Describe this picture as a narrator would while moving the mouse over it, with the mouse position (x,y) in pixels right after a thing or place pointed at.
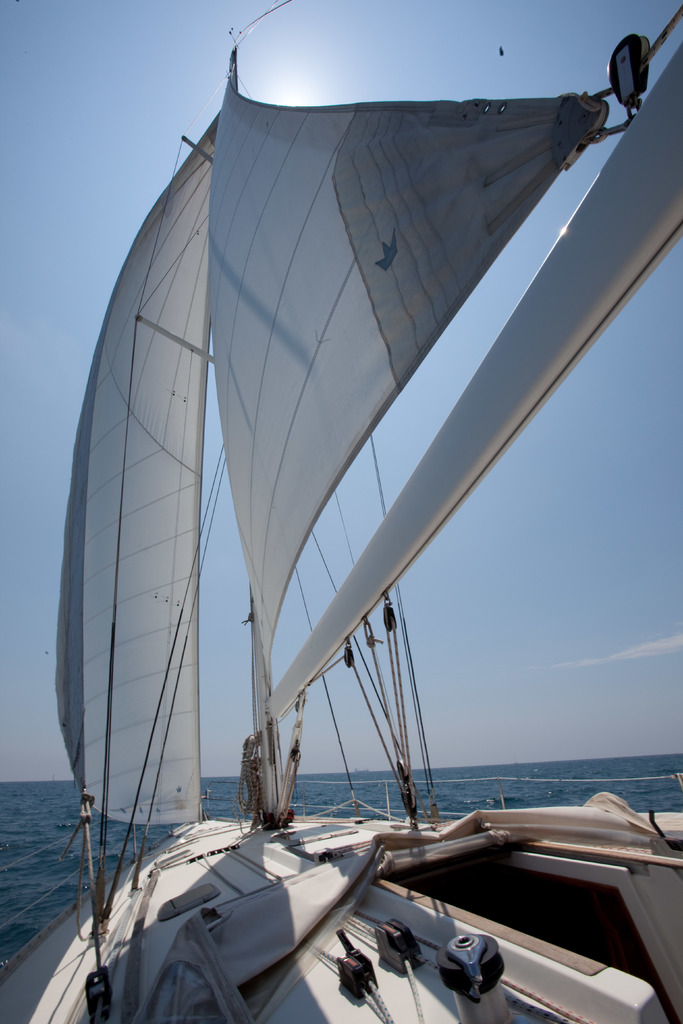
In this image, we can see a ship (302,478) on the water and at the top (146,124), there is sky (503,510).
